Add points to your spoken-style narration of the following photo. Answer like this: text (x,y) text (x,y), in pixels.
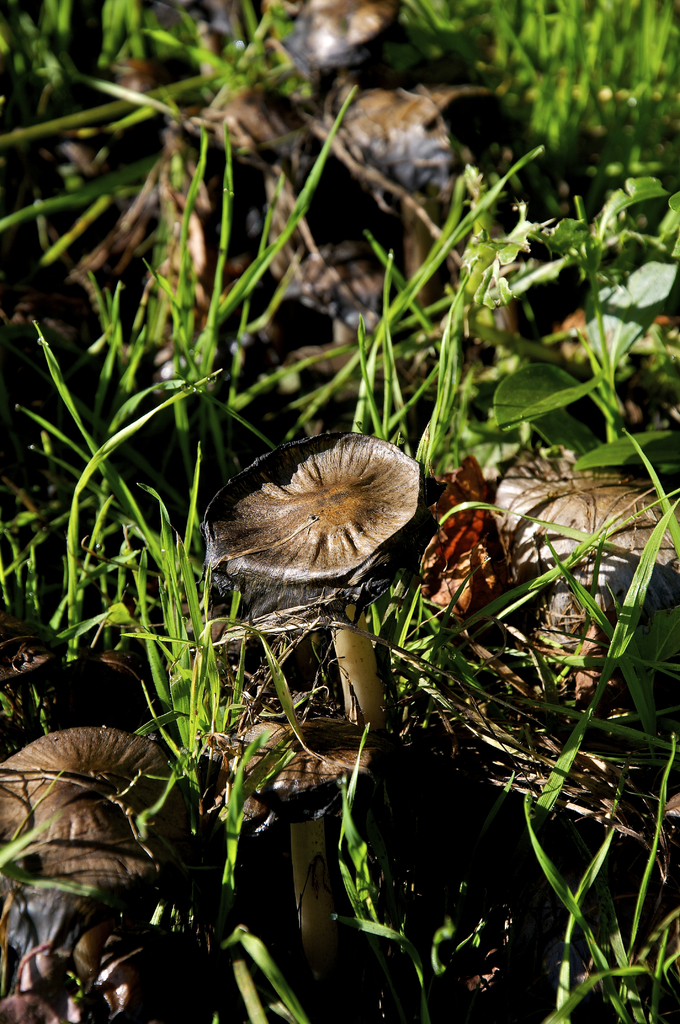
In this picture we can see mushrooms (393,572), grass (521,69), and a plant (514,416).
